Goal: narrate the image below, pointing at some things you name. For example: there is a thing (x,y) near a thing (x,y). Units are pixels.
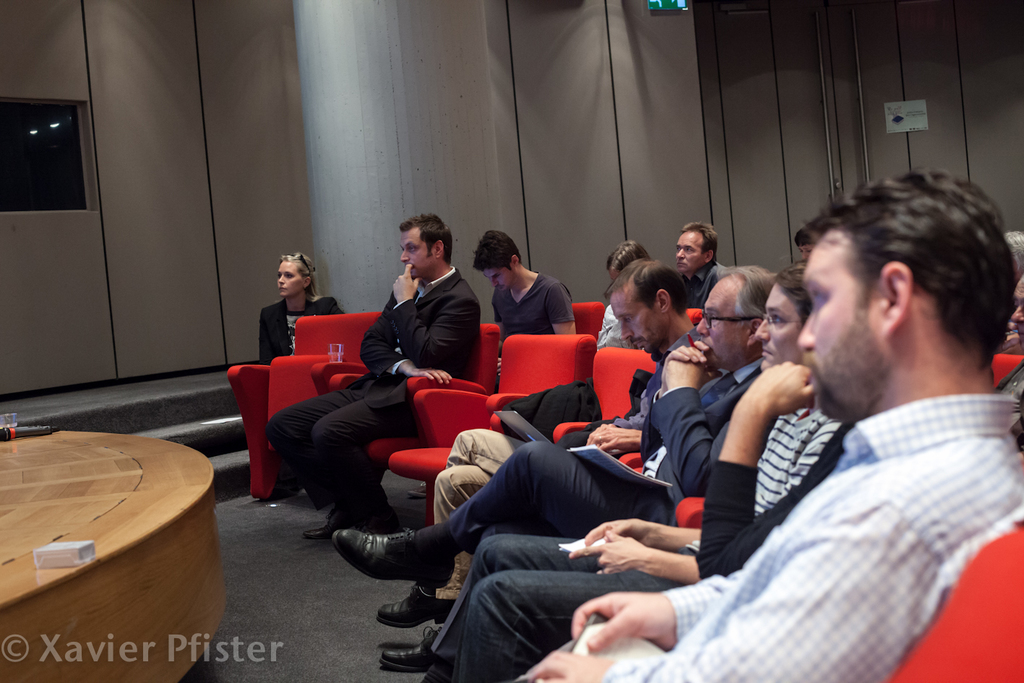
In this picture there is a Conference room (316,291) with stairs (219,396) on its left side and a group of people (566,476) sitting on red chairs (496,360) and there is a center wooden table (84,521) placed at the center of this room (87,447) and a microphone (3,431) placed on that wooden table (116,473) and on the right side (743,299) there are four people (879,307) sitting in which the second woman (765,397) is holding a handkerchief (597,541) and the third person (713,406) is wearing a suit (701,415) and spectacles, holding a pen (693,341) in his hand (678,382) and the fourth person (666,343) is working on Laptop (526,424).
